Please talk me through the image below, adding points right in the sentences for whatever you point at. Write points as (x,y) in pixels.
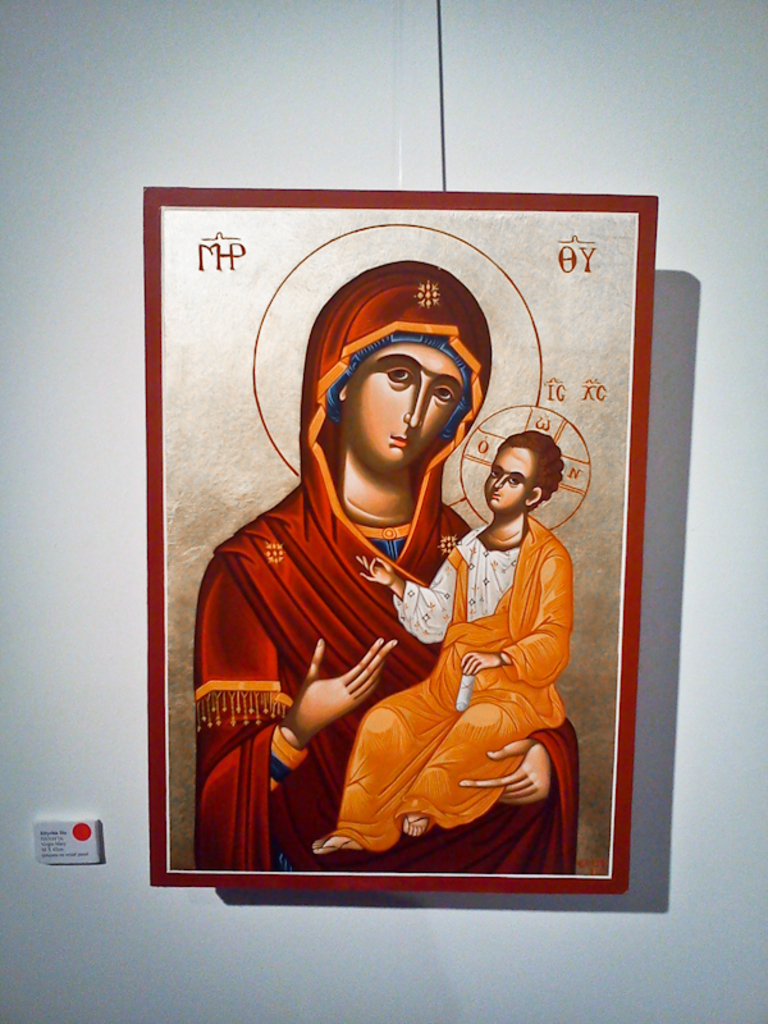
In this picture there is photo frame (219,450) of the woman (405,564) and holding the boy (504,682) in the hand (497,758) is hanging on the white color wall (221,1002).
